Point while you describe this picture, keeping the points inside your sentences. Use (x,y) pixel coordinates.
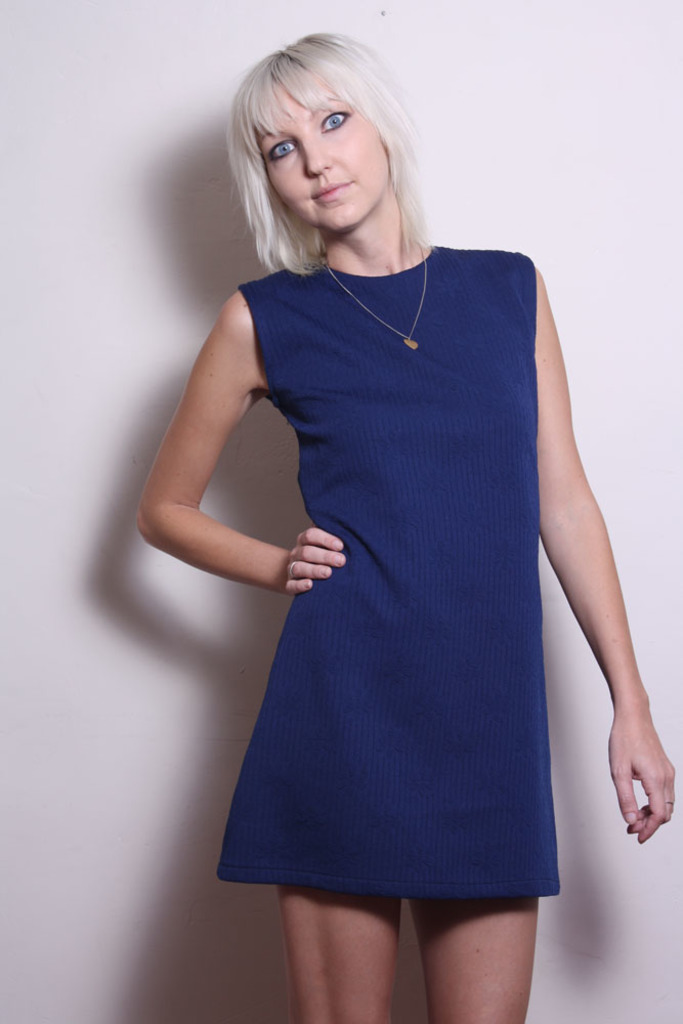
In this picture there is a woman (438,617) with blue dress (422,591) is standing and she has white hair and blue eyes (334,126). At the back (170,144) there is a shadow (175,845) of a woman (346,151) on the wall (65,638).
